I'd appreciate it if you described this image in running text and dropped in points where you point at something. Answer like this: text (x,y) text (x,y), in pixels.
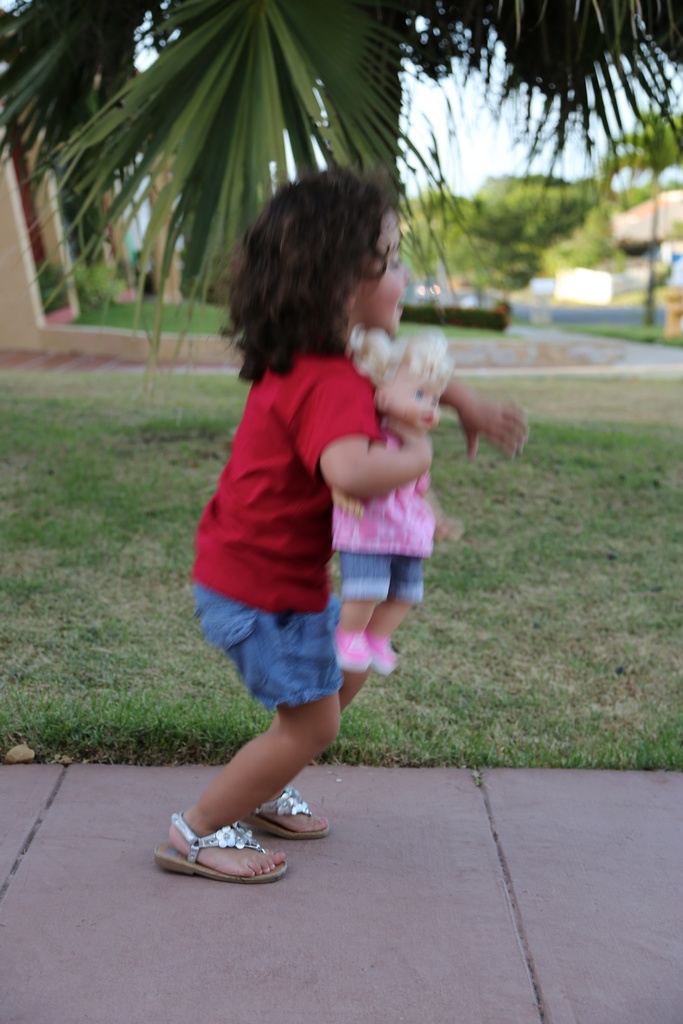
In this picture there is a small girl (297,715) in the center of the image (418,514), by holding a doll (411,396) in her hand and there is grassland (471,552) behind her, there is a house (56,222) and trees (53,68) in the background area of the image (415,251).
